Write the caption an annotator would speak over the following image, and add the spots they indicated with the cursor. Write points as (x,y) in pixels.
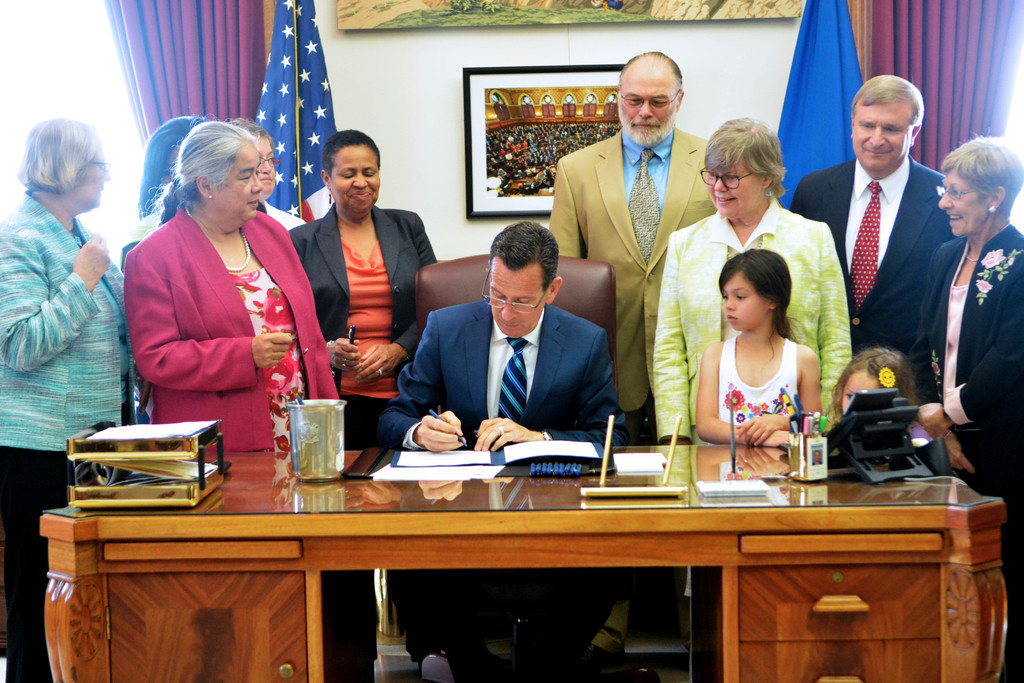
In this picture we can see a group of people (755,317) standing, man (514,301) holding a pen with his hand (458,434), sitting on a chair (475,264) and in front of him we can see the table (350,454) with papers (404,464), pen stand (808,444), some objects (878,446) on it and in the background (196,74) we can see flags (321,209), curtains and on the wall (477,34) we can see frames (500,114).
